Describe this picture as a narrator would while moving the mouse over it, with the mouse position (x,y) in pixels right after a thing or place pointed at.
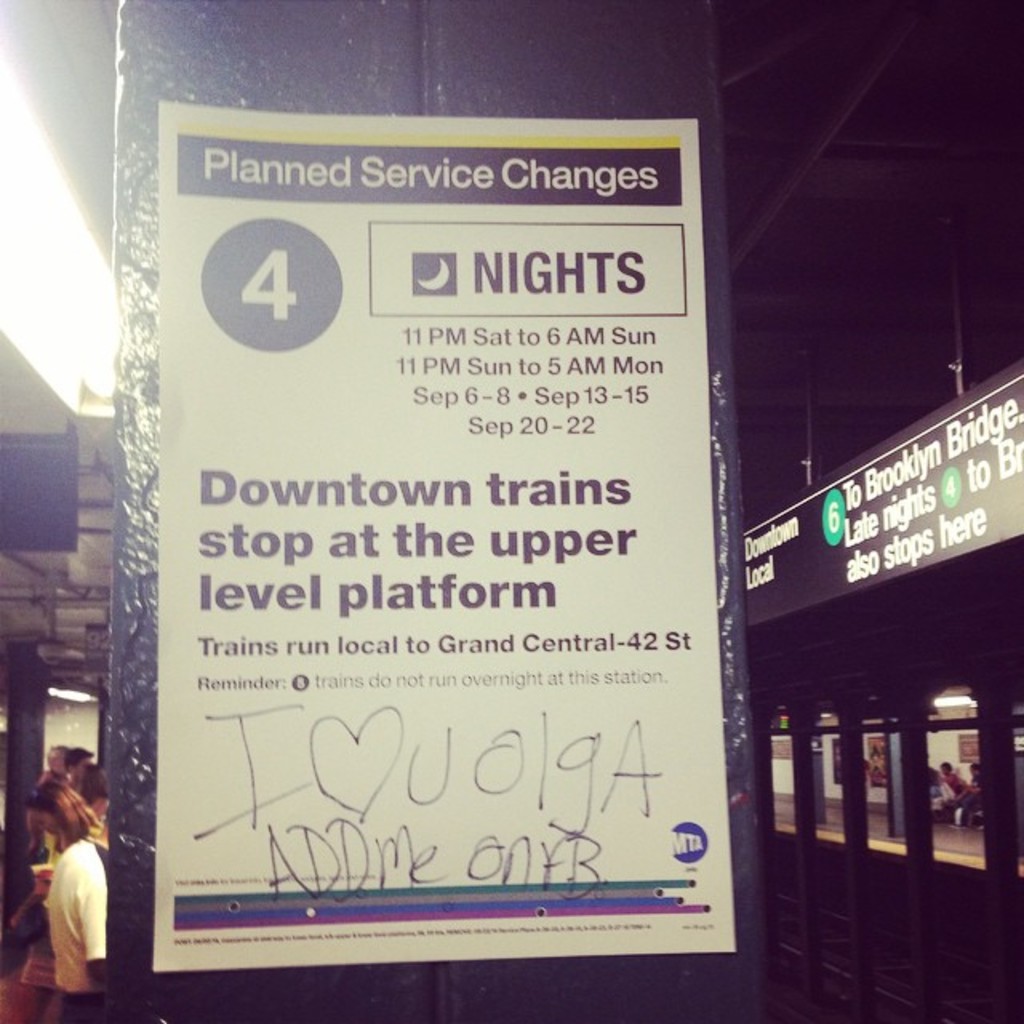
In the middle (662,668) a paper (289,135) is pasted on the wall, it is a service notice (462,638).
